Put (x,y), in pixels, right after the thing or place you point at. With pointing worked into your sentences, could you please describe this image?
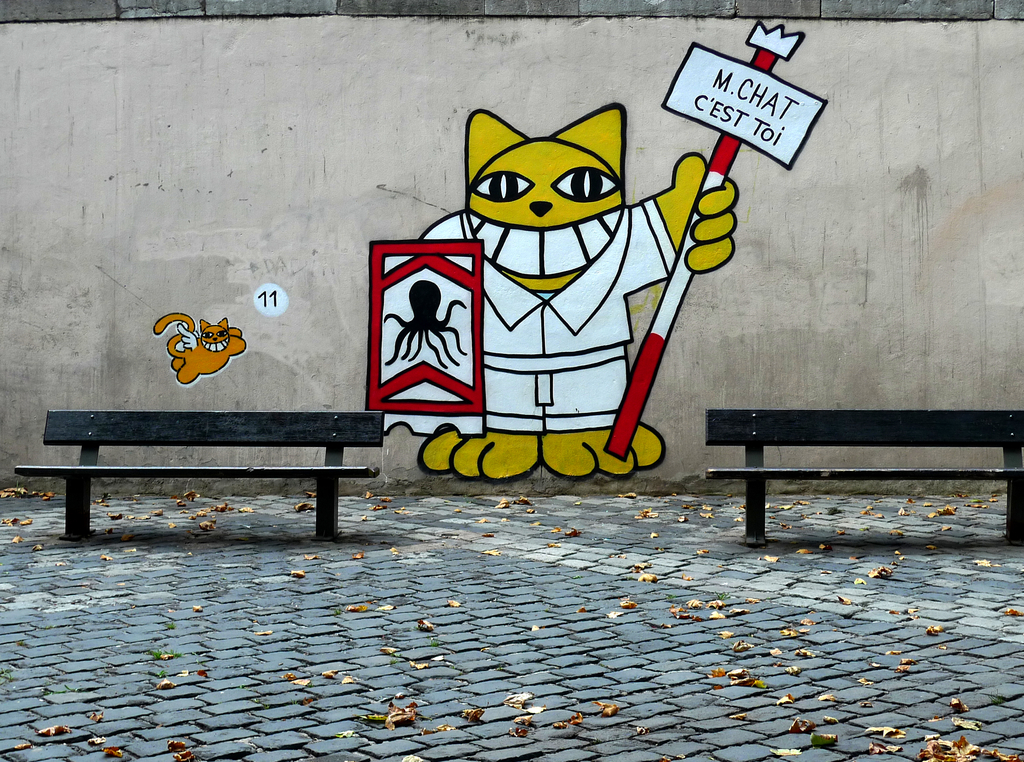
In this image there is a ground (432,673) towards the bottom of the image (713,661), there are dried leaves (740,675) on the ground (603,650), there are benches (947,475), there is a wall (312,120), there is a painting (434,294) on the wall (809,52), there is text (729,111) on the wall (241,301), there is a number (260,309) on the wall (207,289).
